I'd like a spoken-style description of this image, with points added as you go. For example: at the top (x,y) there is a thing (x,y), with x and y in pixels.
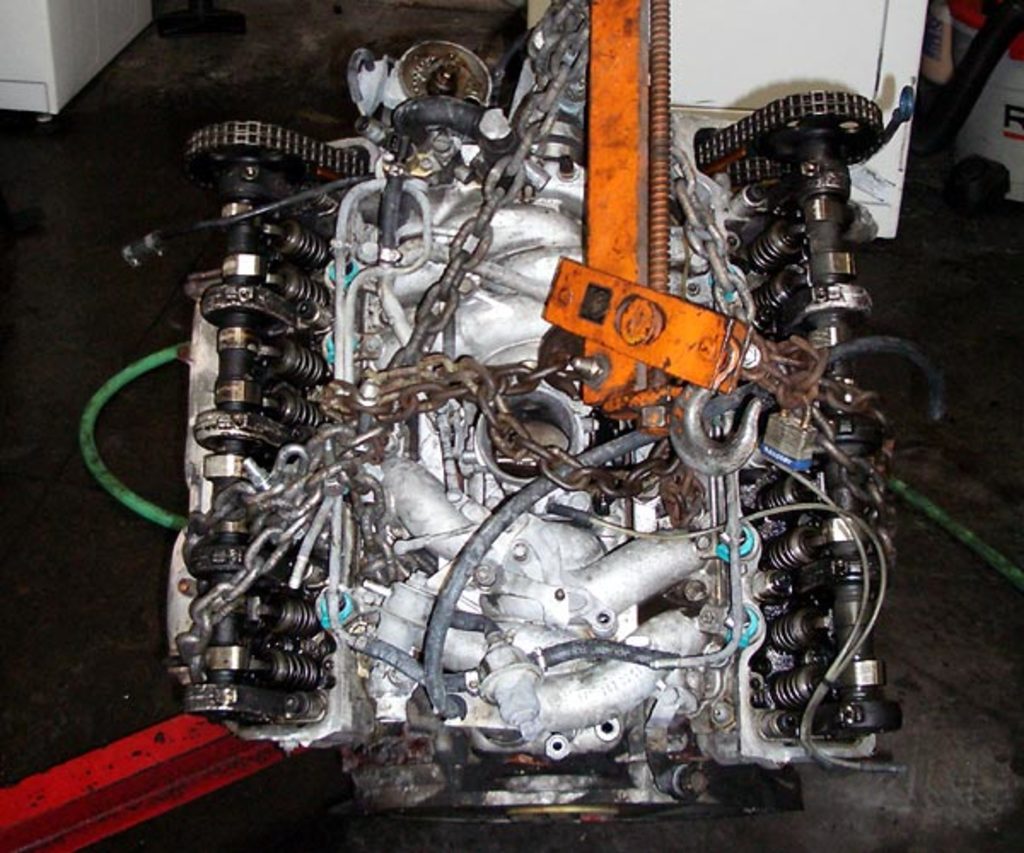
In the middle of this image (522,549), there is a device (710,209), which is tied with a chain (583,44). This chain (572,36) is connected to an orange color rod (614,290). In the background (716,25), there are two white color boxes (765,42) and other objects (985,145). And the background (42,261) is dark in color.
